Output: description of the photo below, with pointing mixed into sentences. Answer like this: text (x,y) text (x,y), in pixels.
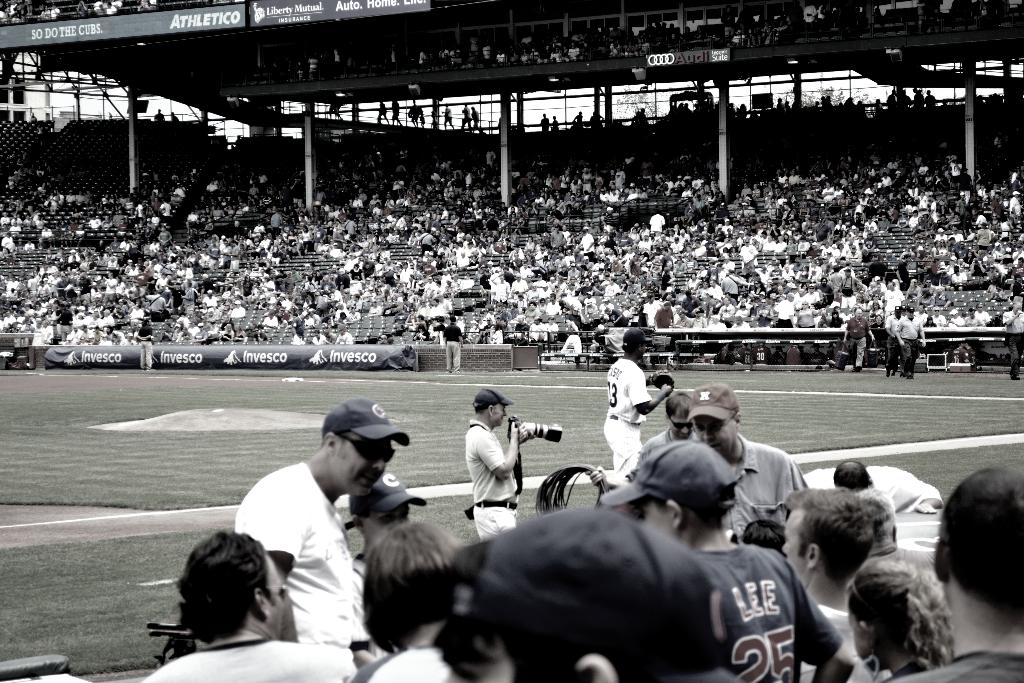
This is a black and white image and here we can see people (379,464) on the ground (394,395) and some are holding objects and wearing glasses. In the background (522,325), there is a crowd (522,325) and we can see some boards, pillars (505,115) and rods (52,76) and there is a fence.
